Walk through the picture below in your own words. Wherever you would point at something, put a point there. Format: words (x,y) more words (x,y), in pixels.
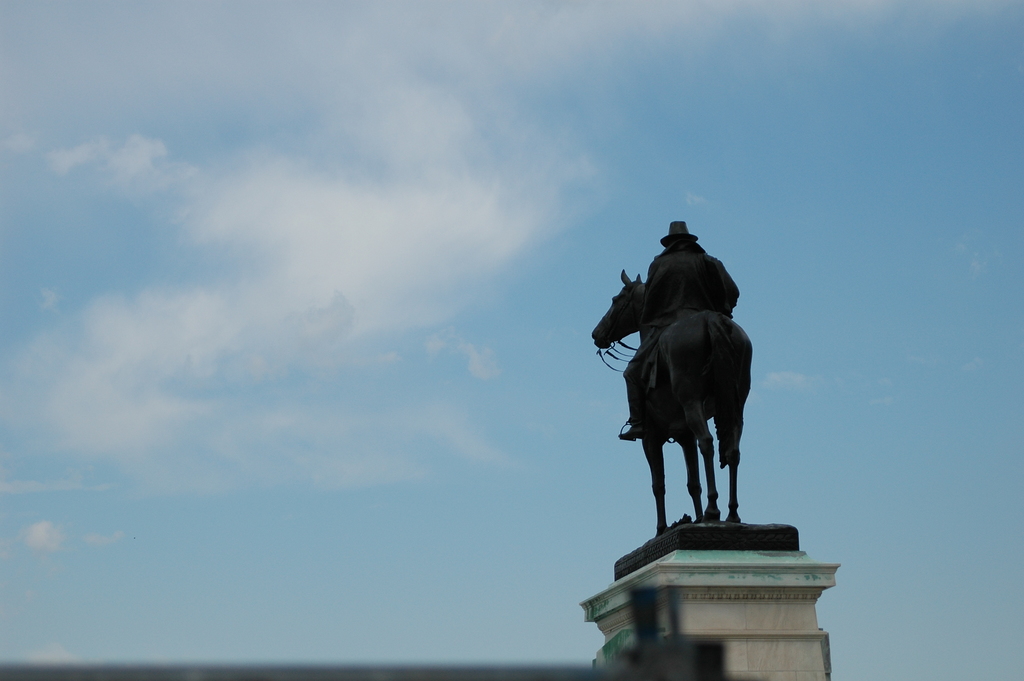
In this image there is a statue (656,366) of a man (685,276) on a horse (615,300). There is a cloud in the background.
